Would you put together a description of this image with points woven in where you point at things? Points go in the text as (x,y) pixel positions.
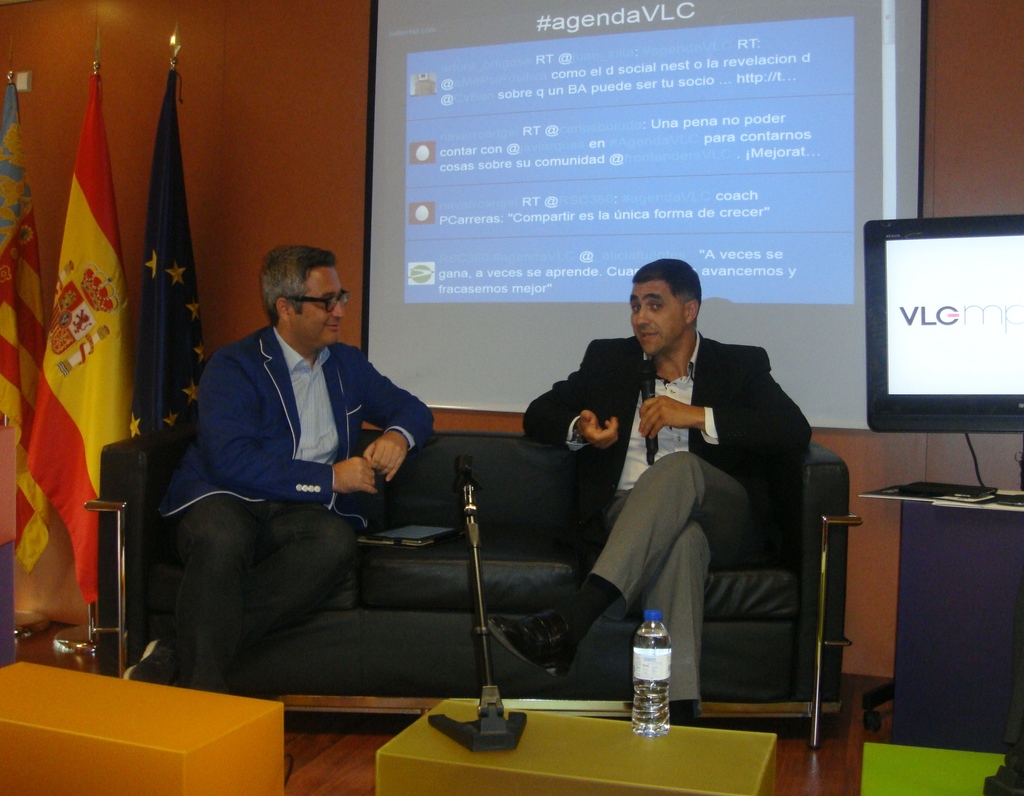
In the center of the image (401,441) we can see two people (278,487) sitting on the sofa (429,639). The man (674,452) sitting on the right (714,522) is holding a mic (647,379) in his hand (659,428), before them there is a stand (480,743) and a bottle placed on the stand (677,755). On the right (1022,344) there is a television (949,425) placed on the stand (938,509). In the background (660,161) there is a screen (464,204). On the left (150,358) there are flags (71,376).
